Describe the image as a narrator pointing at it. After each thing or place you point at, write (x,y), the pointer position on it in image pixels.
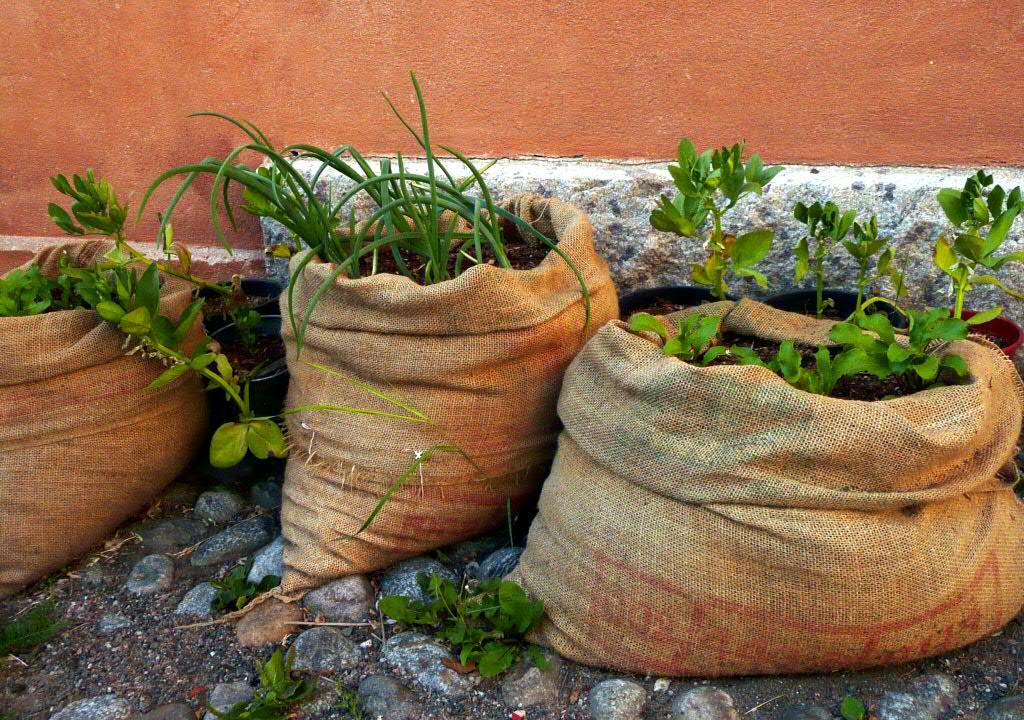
In this picture I can see sacks (838,447), there are plants (719,264) and soil (268,355) inside the sacks (81,411), there are stones (322,584), and in the background (538,123) there is a wall (512,124).
